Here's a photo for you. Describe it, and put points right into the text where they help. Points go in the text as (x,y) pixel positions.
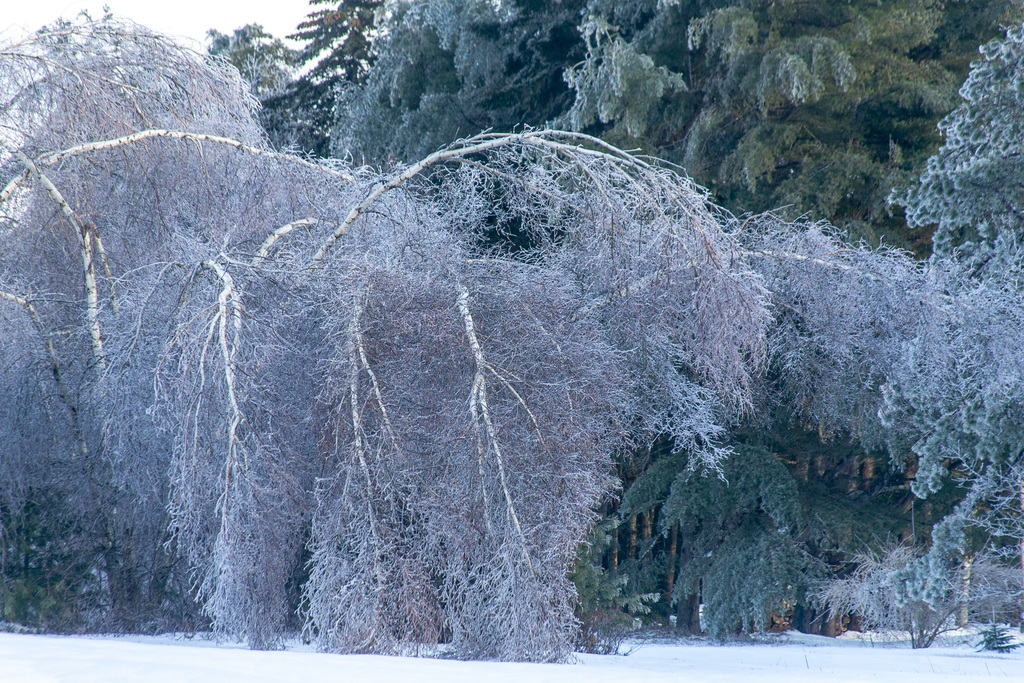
In this picture there are trees (468,191). At the top (183,20) there is sky (190,3). At the bottom (753,659) there is snow (741,662).
